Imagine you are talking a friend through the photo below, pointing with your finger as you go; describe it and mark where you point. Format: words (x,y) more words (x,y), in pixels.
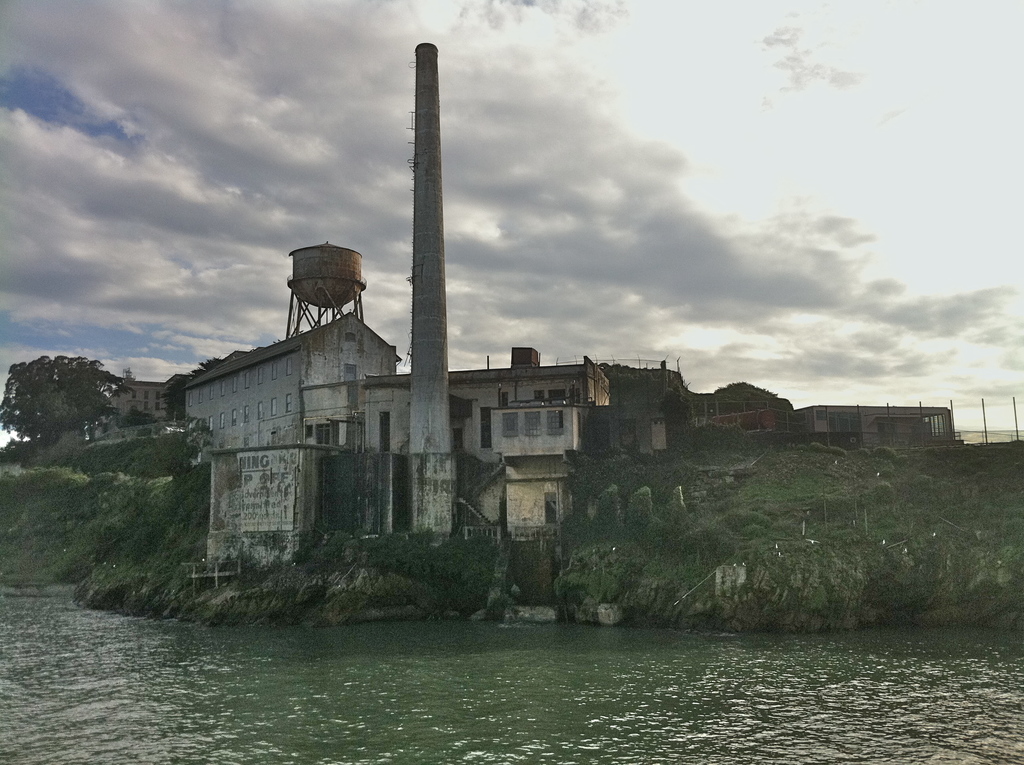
In this image, I can see a storage tank (331,257), tower (418,268), buildings (300,397) and trees (92,421) on a hill (642,542). At the bottom of the image (498,669), there is water (380,675). In the background (217,283), I can see the sky (707,122).
